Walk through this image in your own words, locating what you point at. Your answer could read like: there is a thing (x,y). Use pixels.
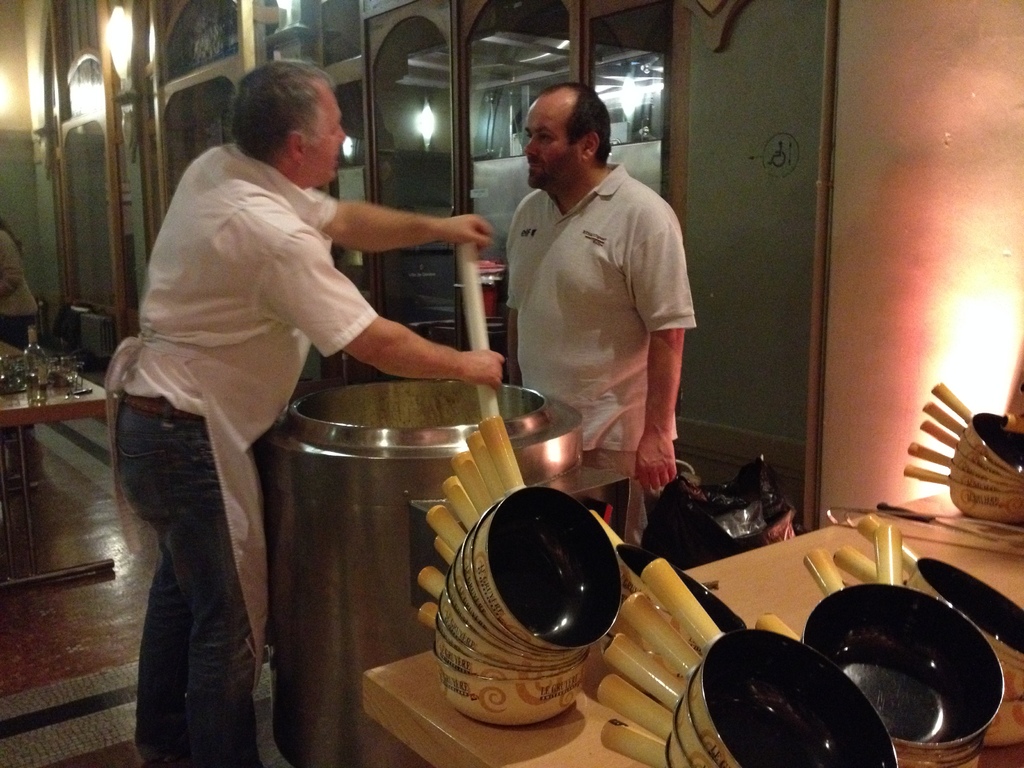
In this picture, we see two men (173,285) are standing. In front of them, we see a big vessel (405,456). The man (359,357) on the left side (325,267) is wearing an apron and he is holding a wooden spoon (476,292) in his hand (462,366). In the right bottom (741,594), we see a table (761,603) on which the pots (859,629) are placed. Beside them, we see a black color bag (722,514). On the left side (52,409), we see a table (34,406) on which glass bottle (35,365) and plates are placed. Beside that, we see a woman (33,301) is standing. In the background (124,159), we see a wall (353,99), mirror (189,56) and the lights (636,94).
